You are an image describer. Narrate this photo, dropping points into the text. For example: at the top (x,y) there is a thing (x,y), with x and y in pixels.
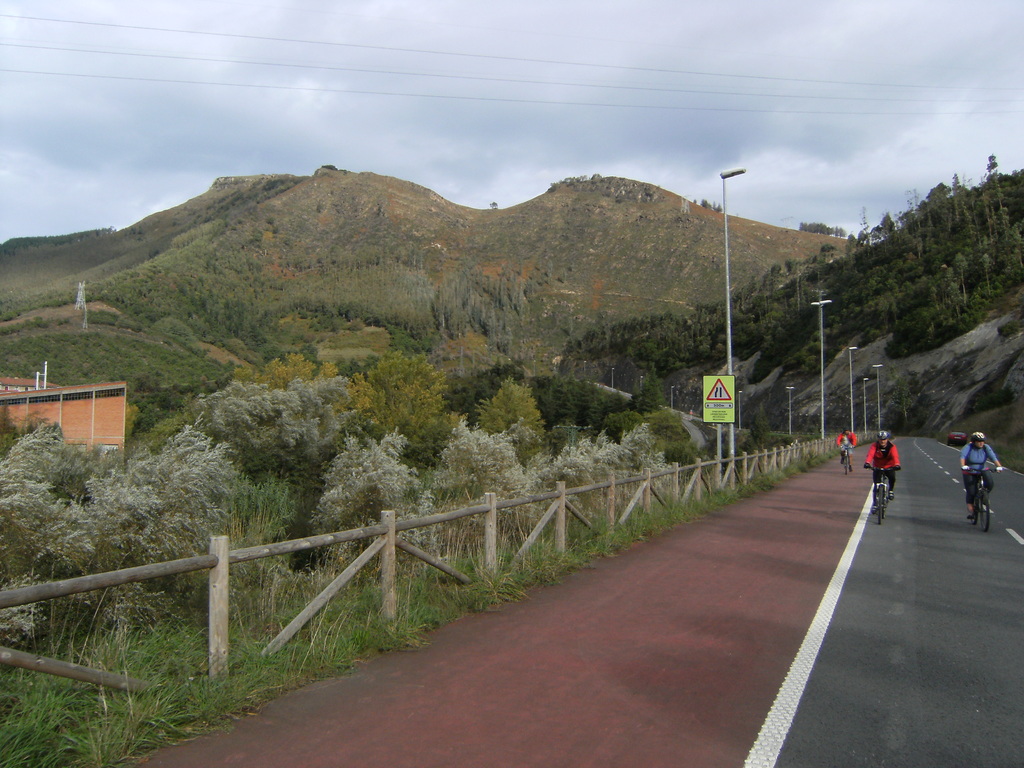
In this image there are persons (875,458) riding a bicycle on the road (914,468). On the left side (220,578) there is a wooden fence (430,558) and in the background (468,424) there are trees (378,397), poles (727,326) and there are mountains (442,210) and the sky (345,60) is cloudy. On the left side (91,390) there is a wall (60,413).
